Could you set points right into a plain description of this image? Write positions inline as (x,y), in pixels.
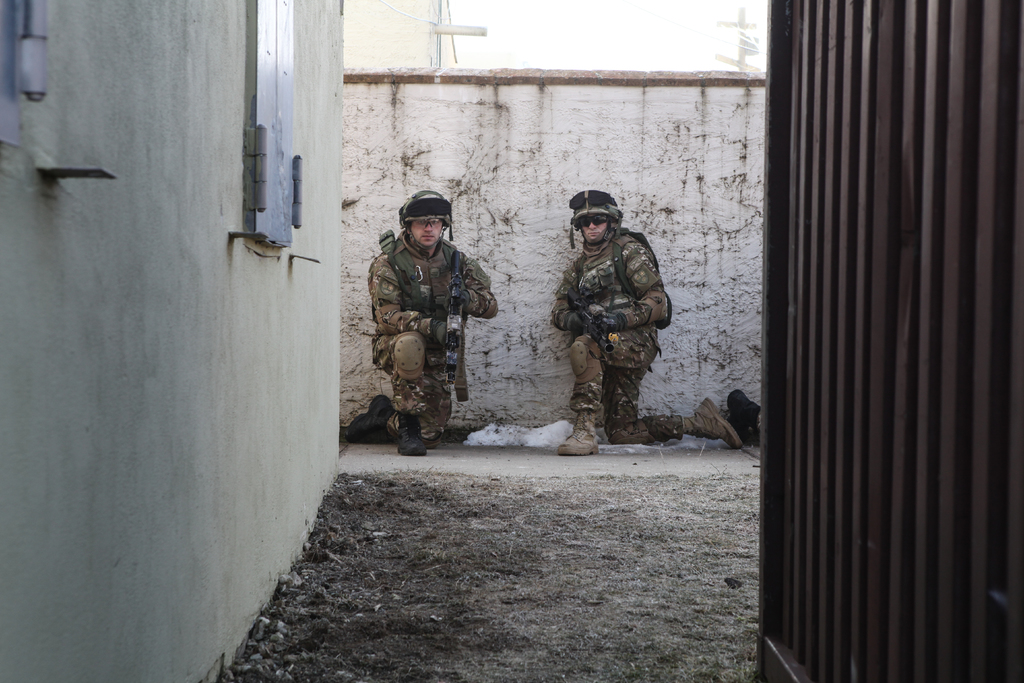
On the left (125,302) there is a wall (302,25) and window (275,141). On the right (802,600) there is an iron wall (786,313). In the center of the picture (484,315) there are two soldiers (645,441) and soil (356,592). In the background (447,24) there are building (398,17), current pole (750,43) and wall (481,166).
